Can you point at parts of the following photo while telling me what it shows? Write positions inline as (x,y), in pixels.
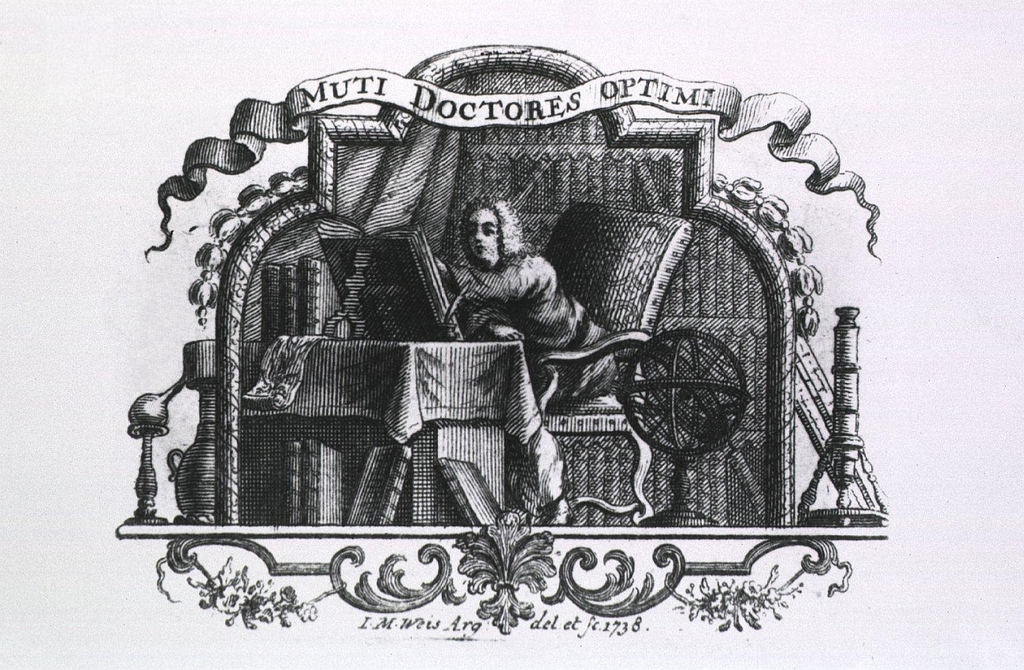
In the picture I can see the logo (482,370), which is in black color on which we can see a person (597,333) sitting on a chair (578,432) and we can see a table (441,406) and some objects (467,485) placed. On the top of the image (305,107), we can see a label (713,97) on which we can see some text (316,100).
